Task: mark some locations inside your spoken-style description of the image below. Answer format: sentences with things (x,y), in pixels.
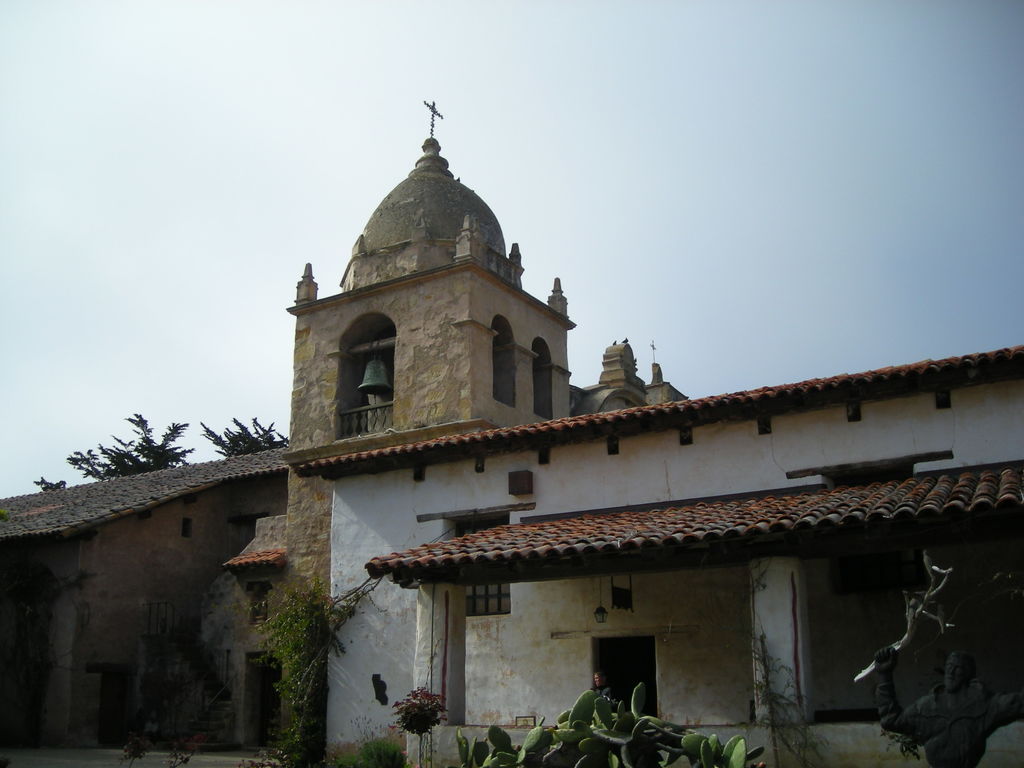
In this image there are few buildings (900,686), there is a cactus plant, trees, plants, a sculpture (937,716), two cross marks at the top of two buildings (439,389), two birds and a bell (366,380).
